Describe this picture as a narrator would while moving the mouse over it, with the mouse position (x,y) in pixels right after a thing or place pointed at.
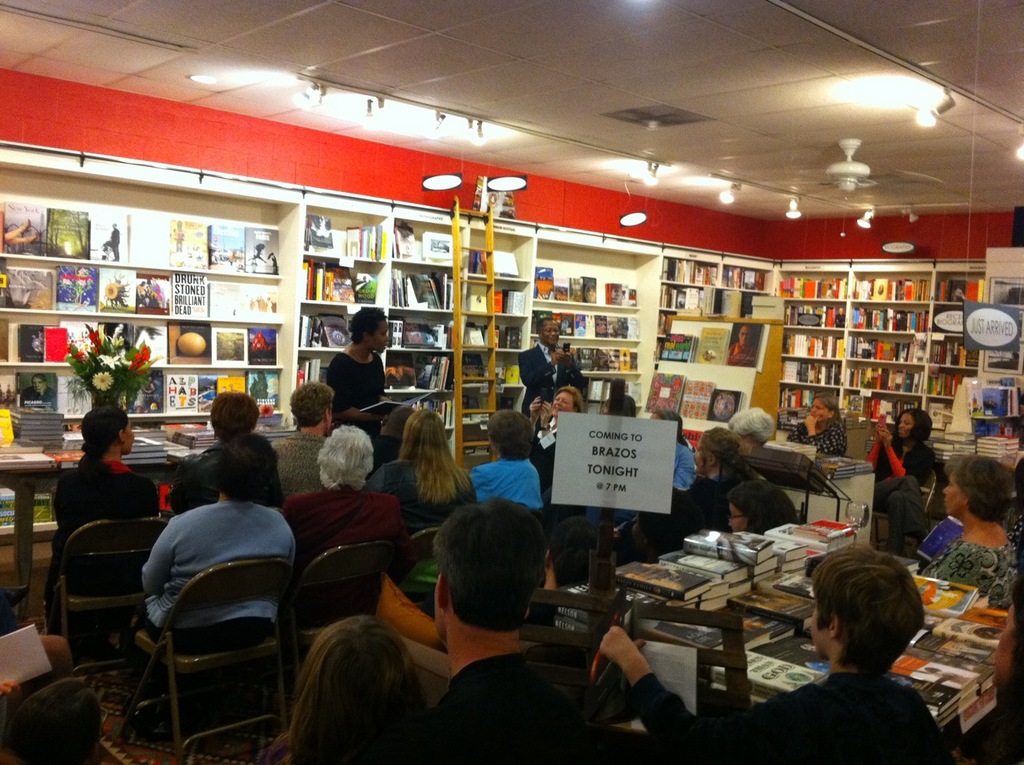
Persons (710,478) are sitting on chair (727,646). On tables (65,470) there are books (754,609). These racks (400,327) are filled with books (839,326) and things (66,242). On top (795,214) there are lights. These two persons (551,364) are standing. This is a ladder (469,377).
